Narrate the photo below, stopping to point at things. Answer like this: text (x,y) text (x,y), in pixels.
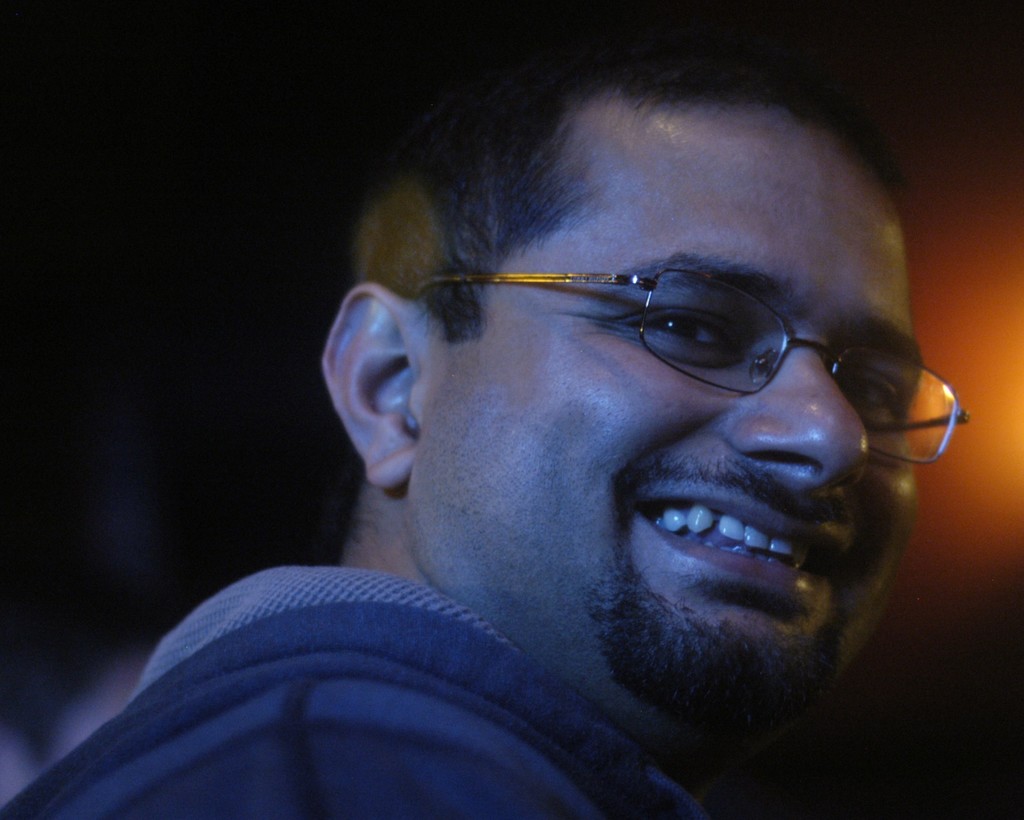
In the image we can see the close up picture of a man (790,520) wearing clothes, spectacles (732,353) and the man (636,547) is smiling and the background (338,72) is dark.
